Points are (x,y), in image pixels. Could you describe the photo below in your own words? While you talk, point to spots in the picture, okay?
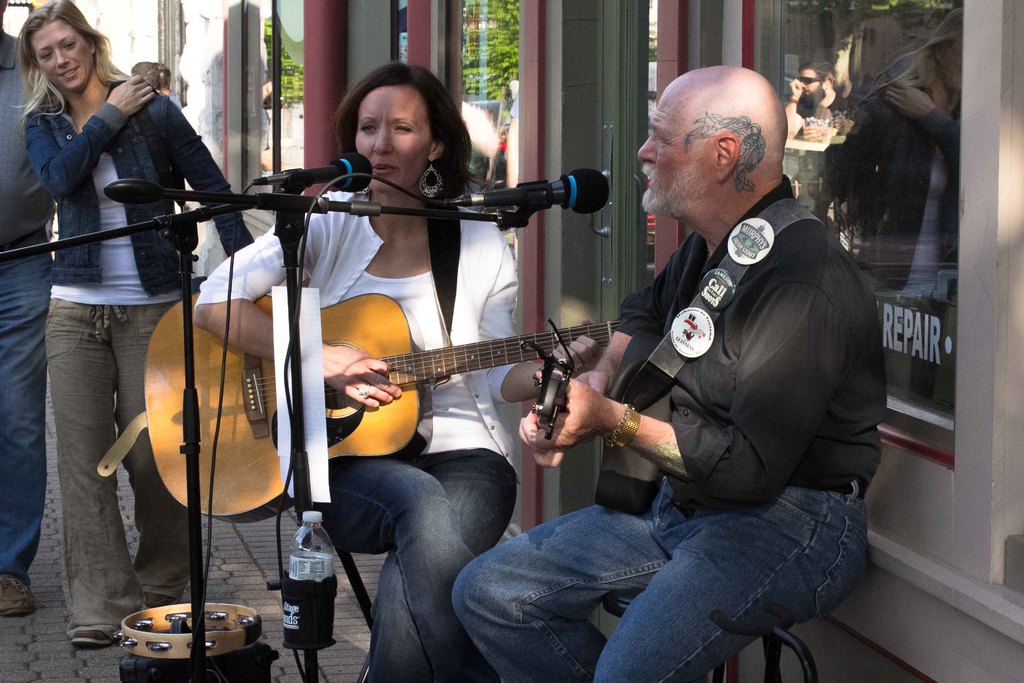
This is a picture taken in the outdoors. It is sunny. there are two persons (494,325) are sitting and playing the music instrument (512,351) and singing a song in front of the man (657,148) there is a microphone (555,194) with stand (476,217). Background of the man (744,104) is a glass window (842,30).
